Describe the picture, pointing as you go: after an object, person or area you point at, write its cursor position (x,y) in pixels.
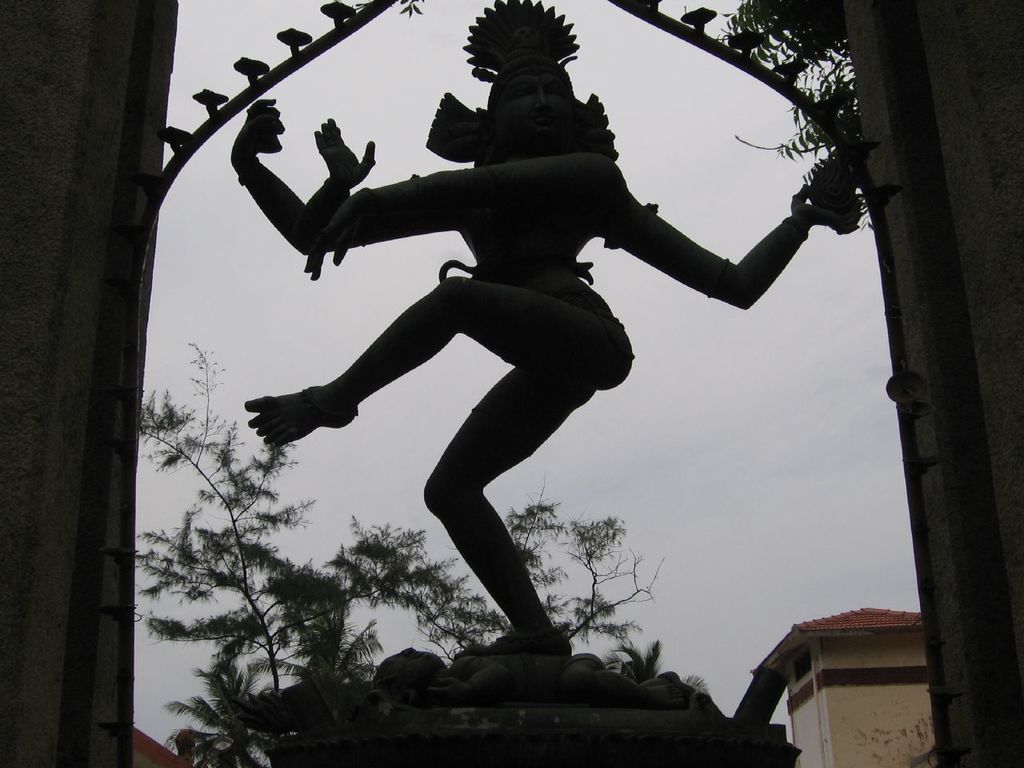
In this image we can see a statue (554,678) on the pedestal (548,708). In the background (695,97) we can see walls (921,156), trees (764,34), building (817,707) and sky (699,311).
